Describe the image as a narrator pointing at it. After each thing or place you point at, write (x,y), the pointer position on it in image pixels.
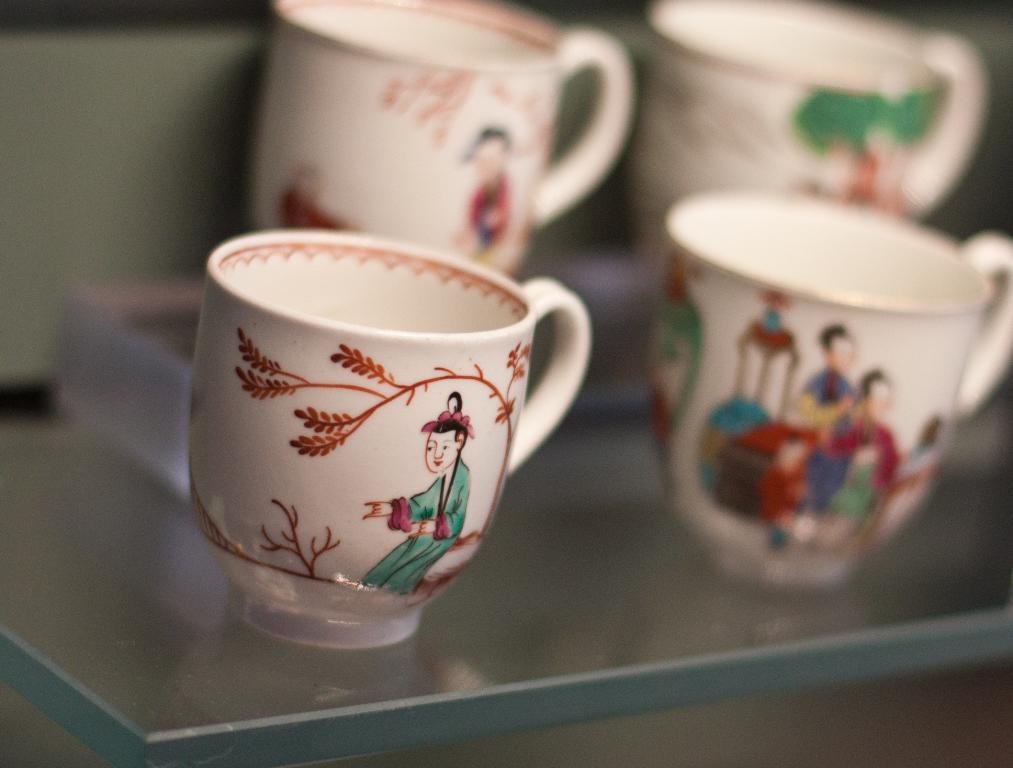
In this image we can see cups (531,281) on the glass surface (100,601). The background of the image (1012,86) is blur.
